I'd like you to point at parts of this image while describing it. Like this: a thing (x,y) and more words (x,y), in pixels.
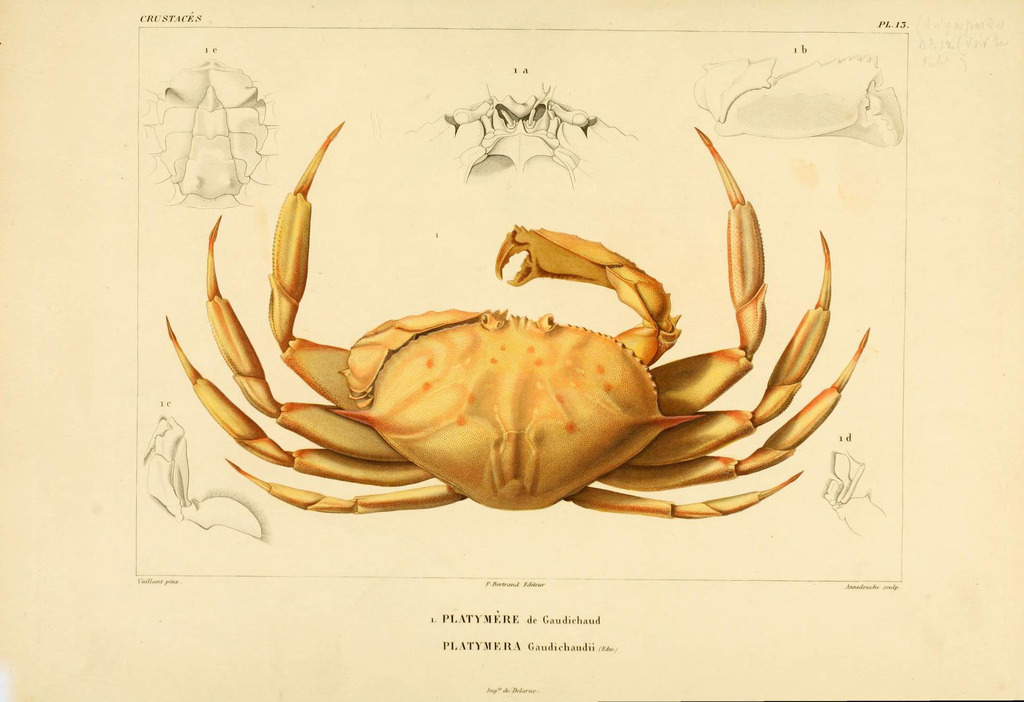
In this picture I can see a paper (545,453), there are words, numbers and there are images (787,84) on the paper (104,327).
